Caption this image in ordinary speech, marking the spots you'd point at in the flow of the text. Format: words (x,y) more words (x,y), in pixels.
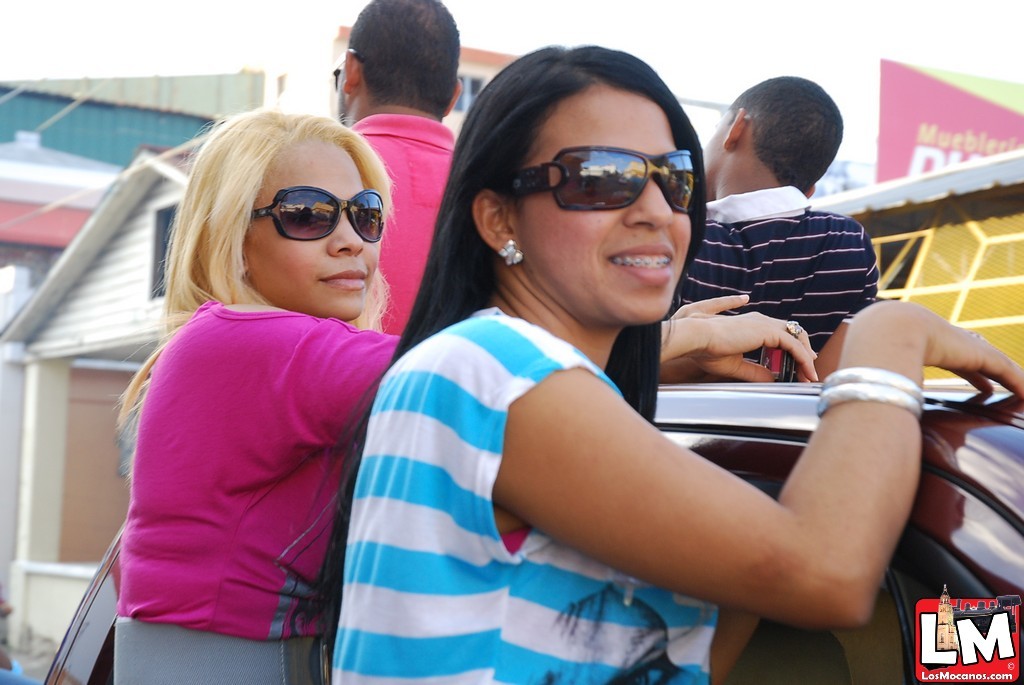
In this picture there are two women (386,296), who are smiling, they are sitting inside the car (798,659). There are two men (764,148) behind them, In the backdrop (149,237) there are buildings (85,281), roads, banners (955,120) and the sky (823,15) is clear.
